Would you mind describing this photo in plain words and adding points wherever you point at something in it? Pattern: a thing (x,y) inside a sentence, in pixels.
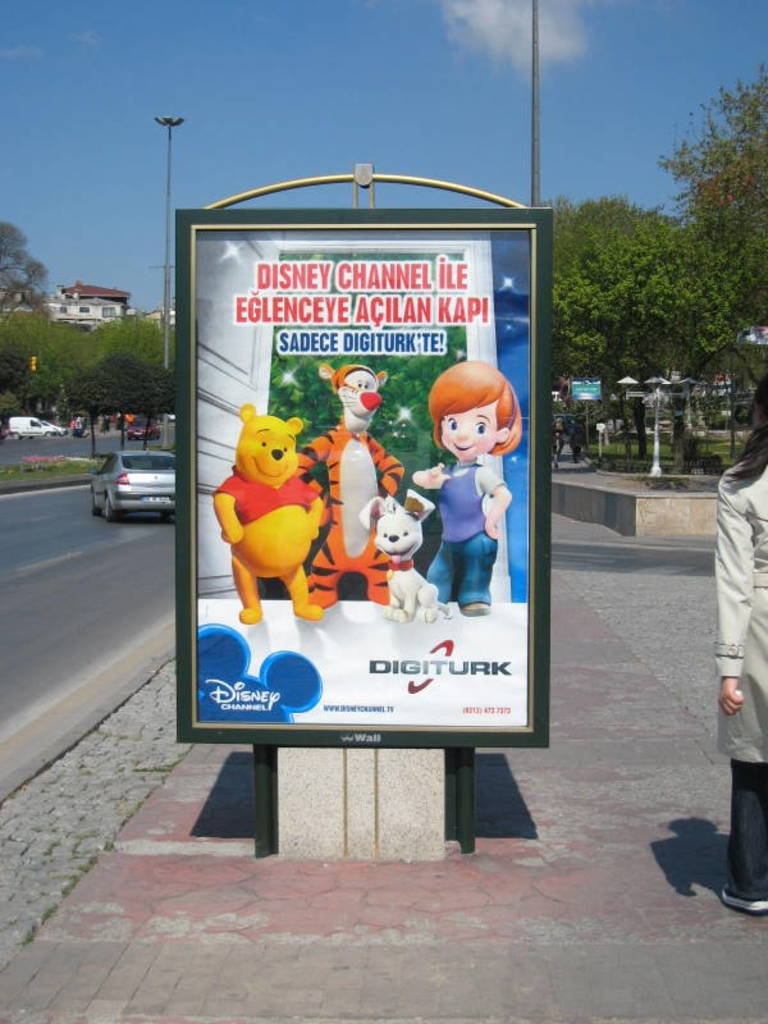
In this image I can see there is an advertising board (372,422) of cartoon pics (382,515), on the left side (146,489) few vehicles (136,477) are moving on the road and there are trees (715,255). At the top (477,133) it is the sky (550,135), on the right side (756,432) there is a person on the footpath (487,818).
